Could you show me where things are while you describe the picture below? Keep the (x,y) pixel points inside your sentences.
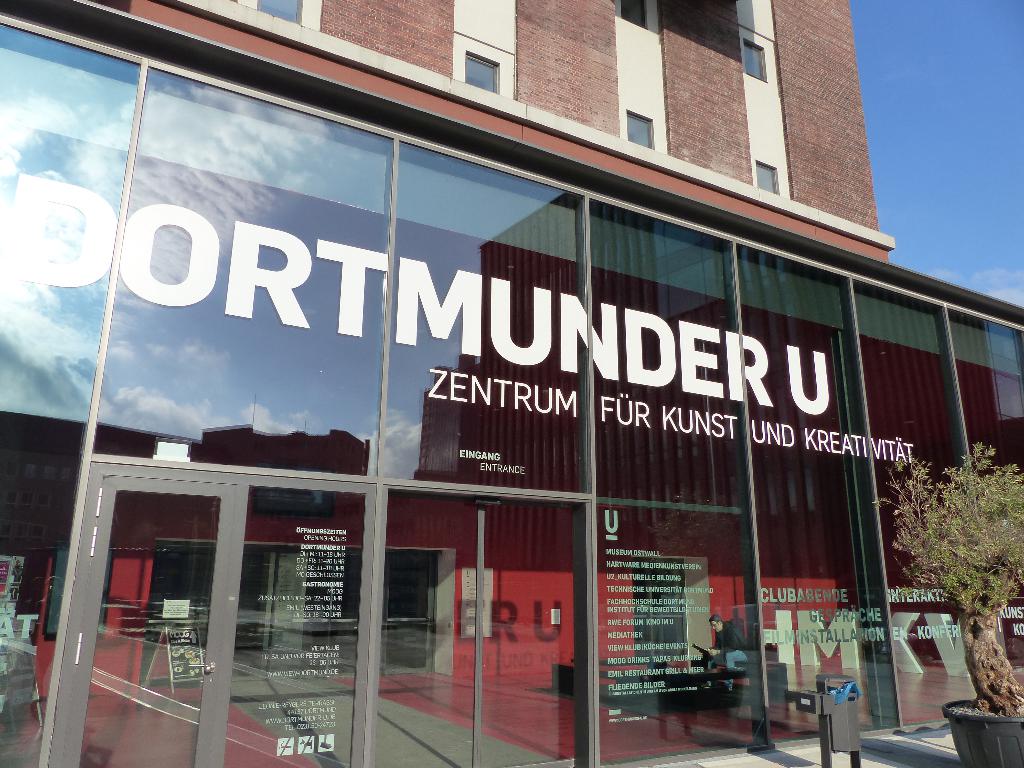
In this image, we can see a building (384,208) and there is a tree (995,698) and there is some text (631,600) on the glass door (316,541) and through the glass (344,612) we can see a person (742,630) and some stands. At the top (958,144), there is sky (958,144).
